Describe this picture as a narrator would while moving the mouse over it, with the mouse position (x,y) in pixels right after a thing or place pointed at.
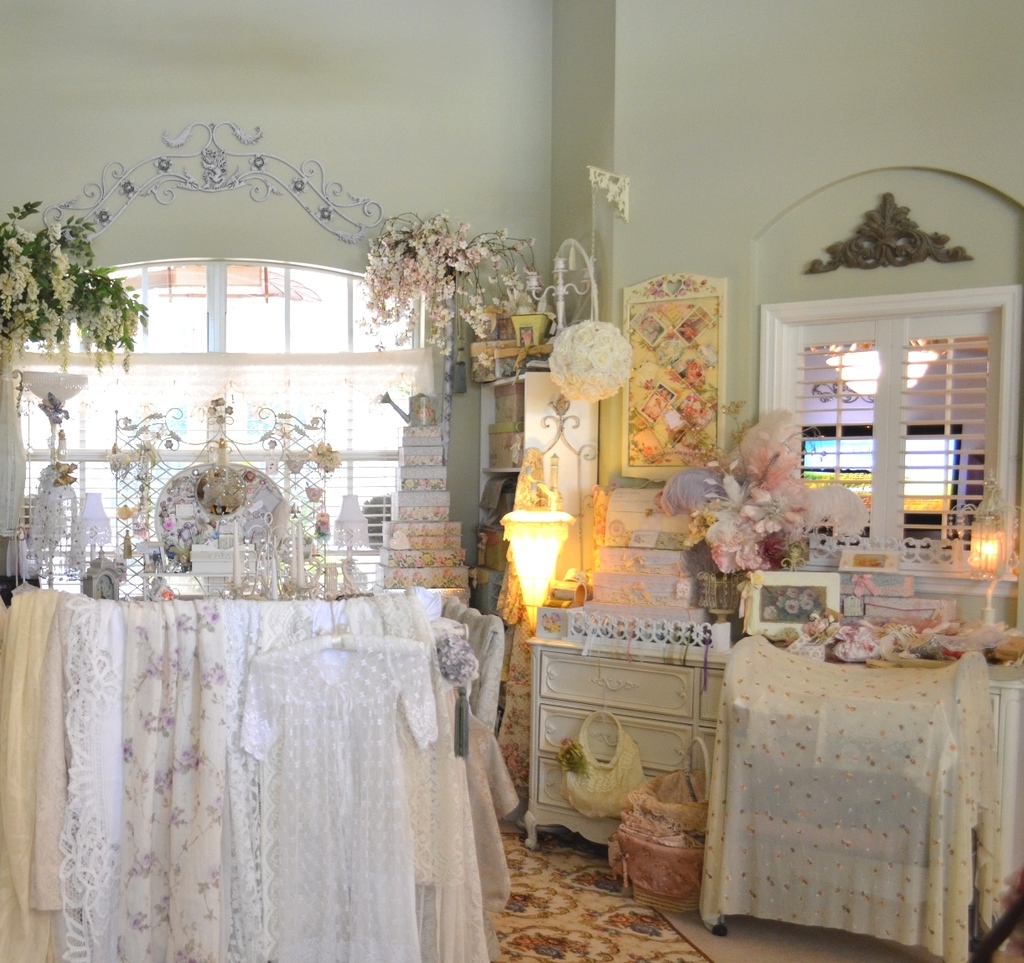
This image is taken indoors. At the bottom of the image (631,895) there is a floor (791,925) and there is a mat (537,903). In the background (524,126) there is a wall (348,186) with a window (283,277) and grills (142,487). On the right side of the image (692,726) there is a table (869,858) and a cupboard (532,710) with many things (697,548). In the middle of the image (561,522) there is a lamp (553,540). In this image there are many decorative items (327,228), plants (122,302) and flowers (410,261). On the left side of the image (152,790) there is a table (222,695) with a tablecloth (54,628) and many things (240,585) on it and there is a dress (319,744).
